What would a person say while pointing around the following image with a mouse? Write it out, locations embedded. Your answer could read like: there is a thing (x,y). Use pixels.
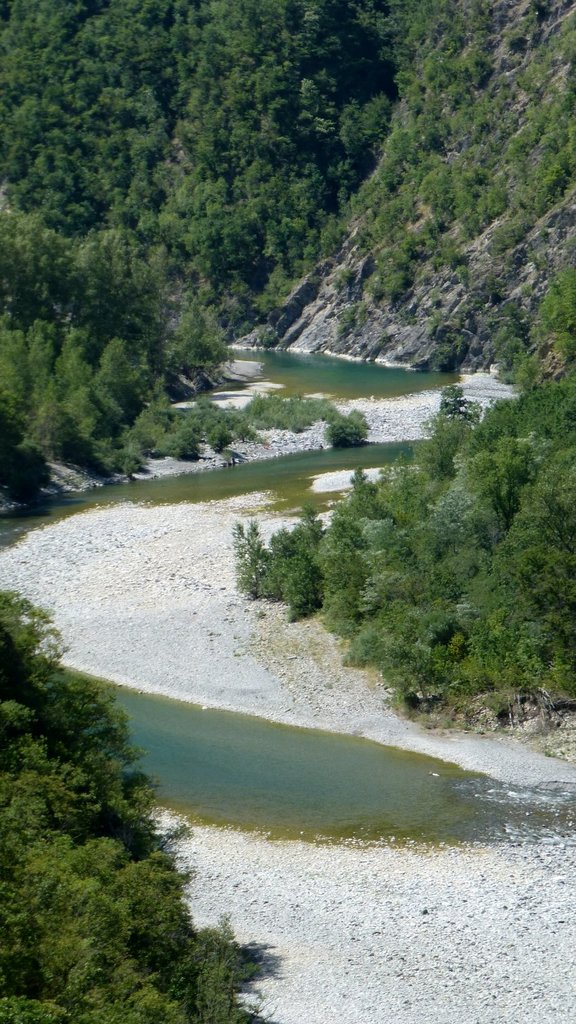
In this image we can see there is a river (344,469) between mountains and trees (180,919).
